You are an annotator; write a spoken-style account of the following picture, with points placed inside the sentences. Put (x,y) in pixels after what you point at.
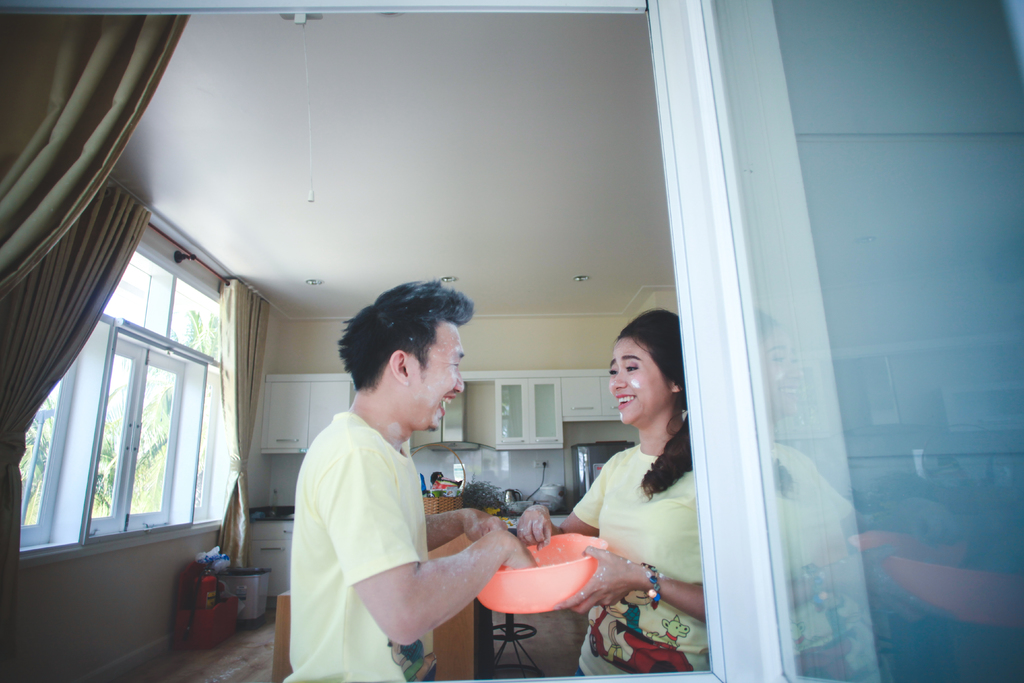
In the center of the picture (452,345) there is a woman (685,465) and a man (494,556) holding a bowl (525,579). On the left (54,524) it is window (71,499) and there are curtains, outside the window (117,430) there are trees (161,429). On the right (765,197) there is a window (883,350). In the center of the picture (544,409) there are closet (505,435), cable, table (466,636) and some kitchen utensils (552,486). There are lights (308,280) to the ceiling (386,257).
